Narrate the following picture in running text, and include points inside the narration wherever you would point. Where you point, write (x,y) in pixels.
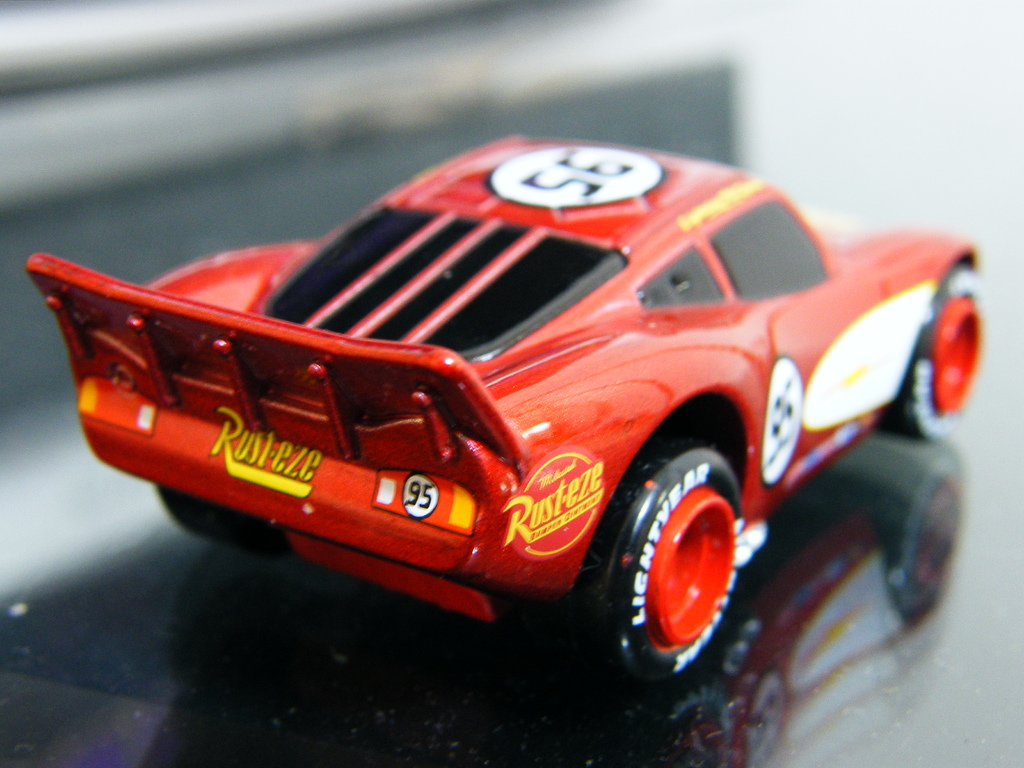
In the image we can see a toy car (603,422) and on the surface (771,682) here is a reflection (771,682) of it.
